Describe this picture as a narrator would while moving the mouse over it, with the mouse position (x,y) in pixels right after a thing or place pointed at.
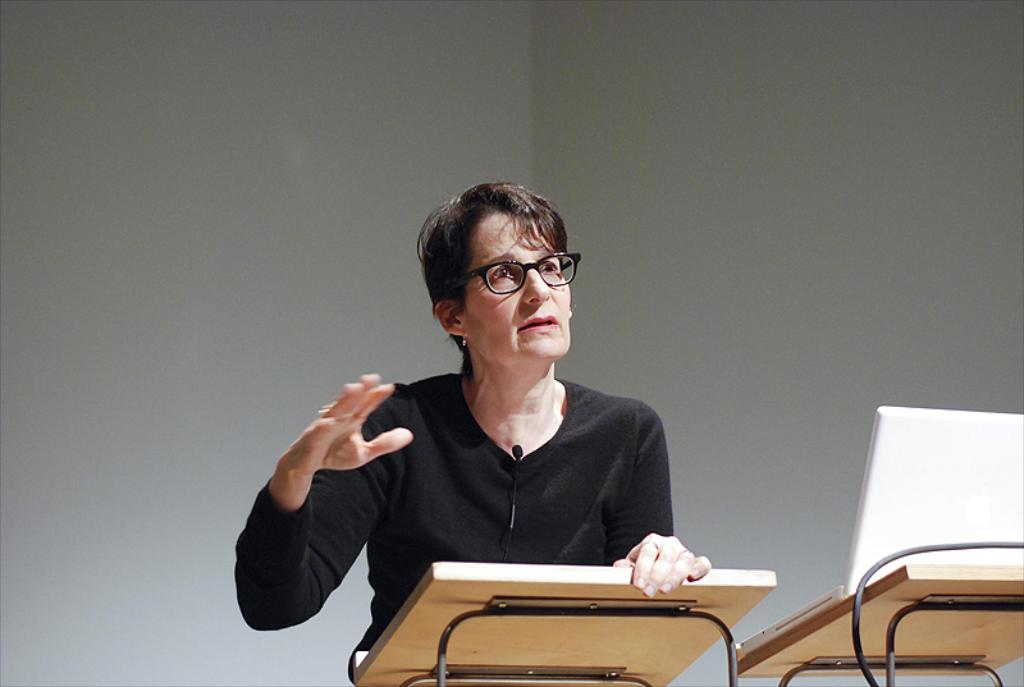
In this image I can see a woman (528,529) is speaking, she wore a black color top (505,500), spectacles (570,264).
